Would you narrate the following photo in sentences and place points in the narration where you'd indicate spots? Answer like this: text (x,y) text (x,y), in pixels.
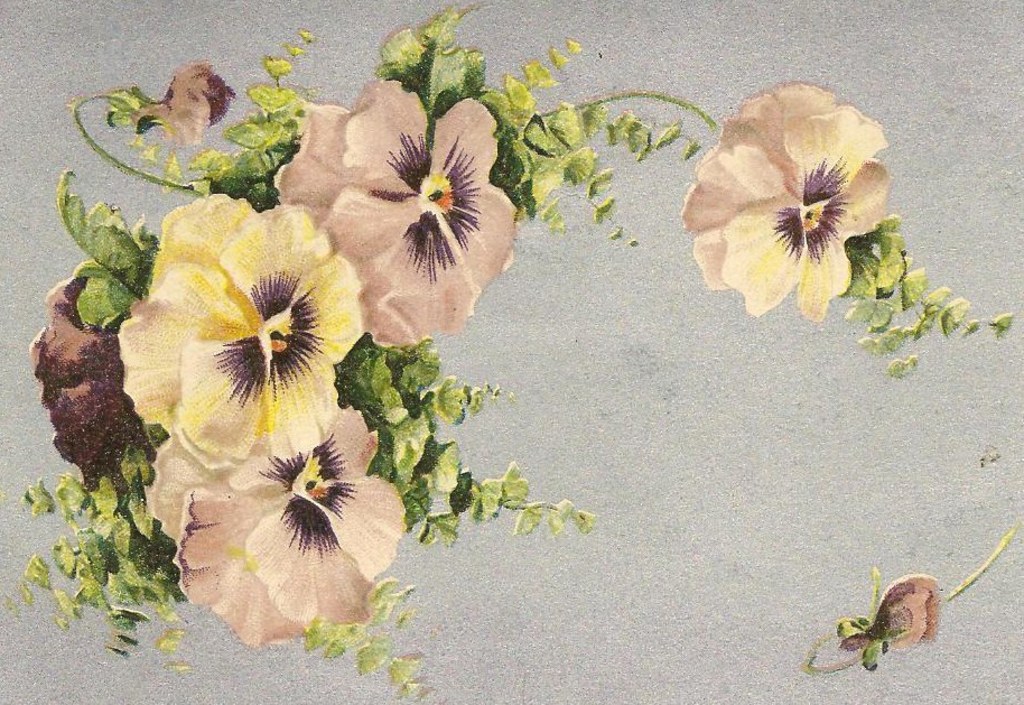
This image is a painting. In this painting we can see flowers (268,280) and leaves (510,92).
